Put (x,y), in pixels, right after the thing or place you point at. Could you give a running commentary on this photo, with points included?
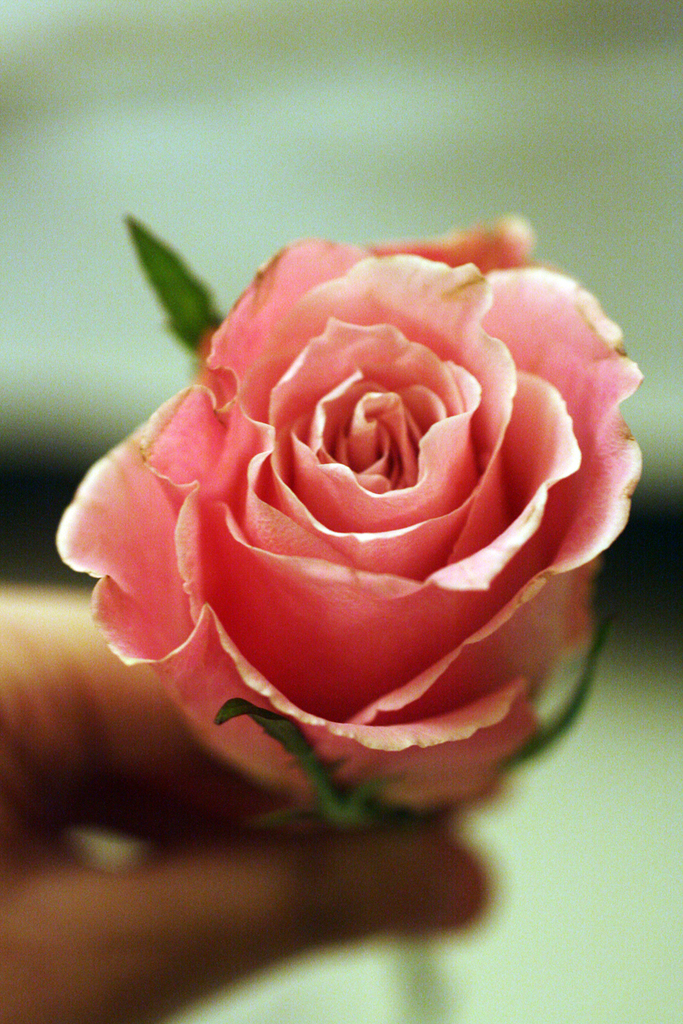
In this image we can see the person's hand (90,655) holding flower (296,480) and we can see the blur background (663,145).
